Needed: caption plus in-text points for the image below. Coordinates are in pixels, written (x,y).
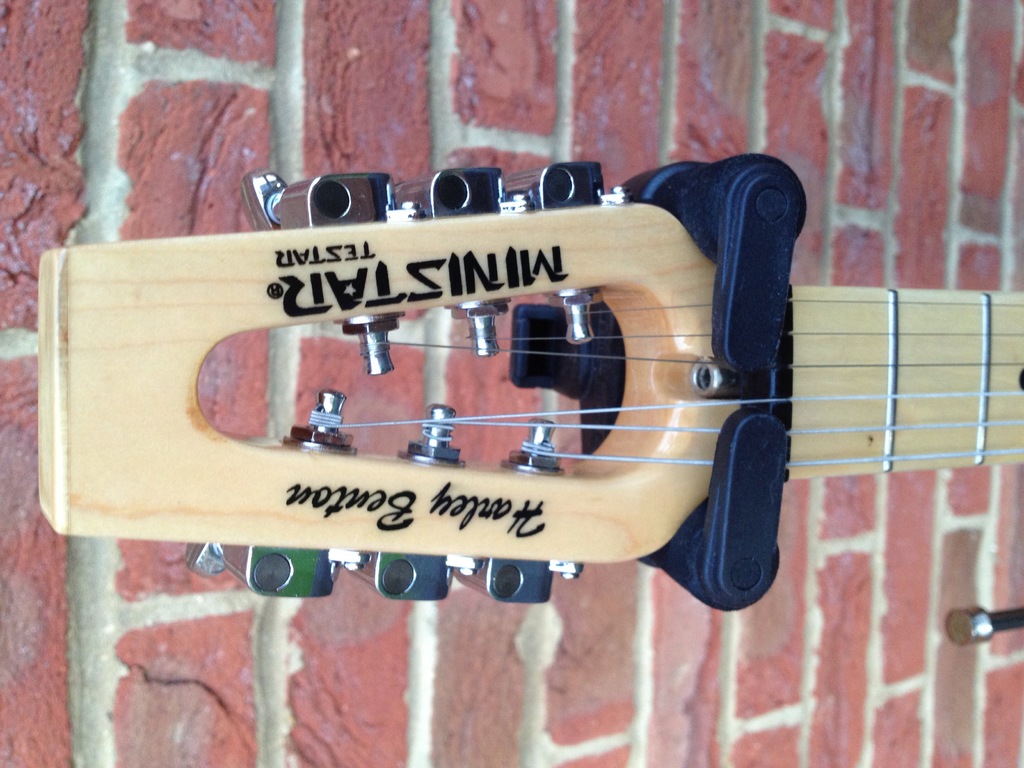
In this image i can see a guitar (673,408) at the background (652,87) i can see a wall (606,58).
